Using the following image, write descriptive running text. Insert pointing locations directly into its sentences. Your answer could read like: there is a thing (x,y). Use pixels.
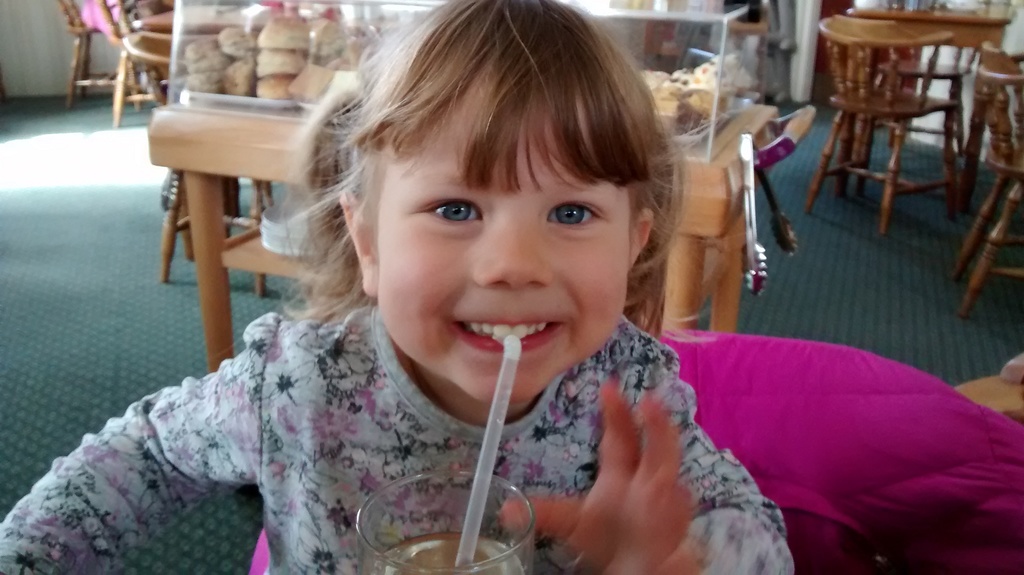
A girl (404,287) is sipping the juice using a straw (503,401). And straw (502,419) is inside the glass (438,526). There is a couch (879,478). And in the background (752,131) there is a table (231,132). There are some items (226,73) kept over the table (237,147). And also there some chairs (858,85) in the background (890,164).
